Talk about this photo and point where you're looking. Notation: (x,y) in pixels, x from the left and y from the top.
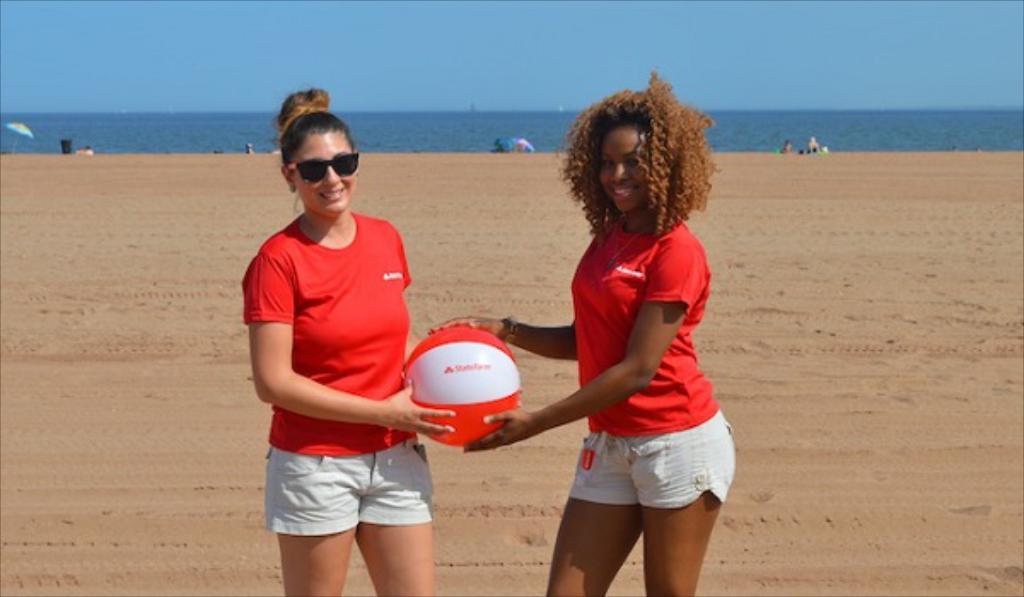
In this image I can see 2 women (346,285) standing and both of them are smiling and both of them are holding a ball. In the background (506,286) I can see the sand (991,534) and water (28,116) and the sky (542,84).
